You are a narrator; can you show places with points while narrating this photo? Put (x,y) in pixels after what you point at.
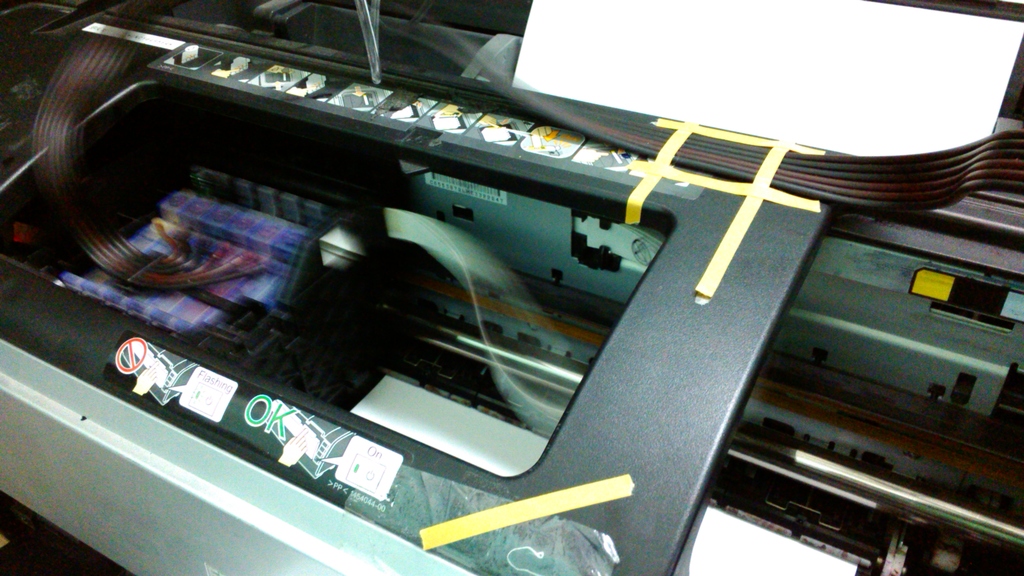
In this image there is a machine (307,288). There is text (255,405) on the machine (239,402). There is plaster (558,505) sticked on the machine (700,173). In the top right (787,39) there is a paper (756,78) on the machine (320,440).
